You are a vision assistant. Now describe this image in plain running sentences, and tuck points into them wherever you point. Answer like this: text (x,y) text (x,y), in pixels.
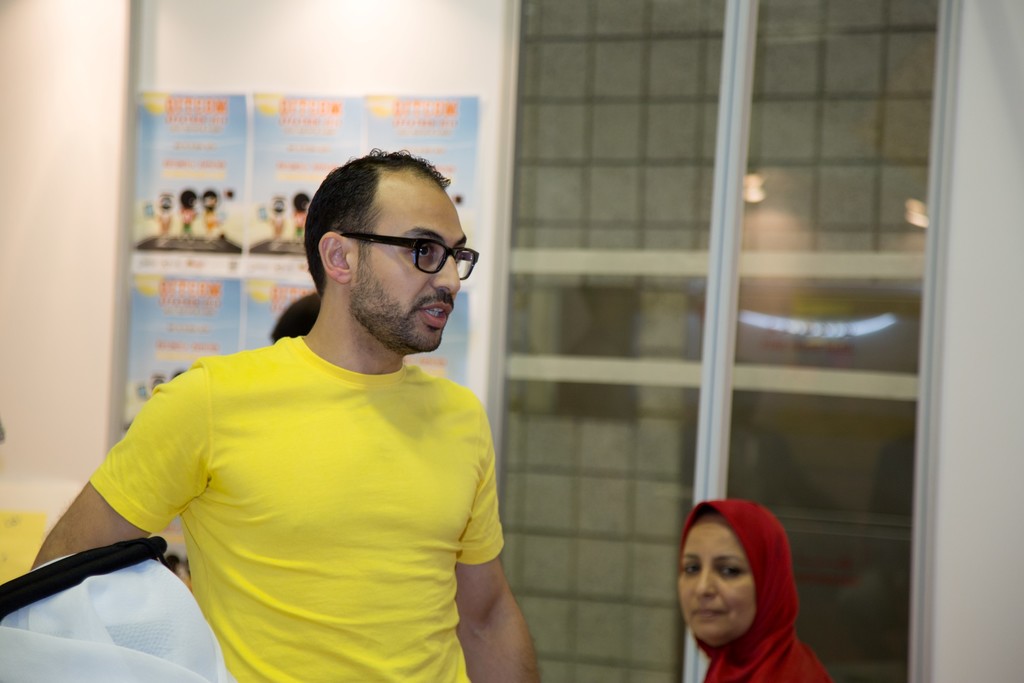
This is an inside view of a room (154,275). On the left side (322,473) there is a man (301,457) wearing a t-shirt (353,569) and speaking facing towards the right side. Beside him there are two persons (136,618). In the background (254,170) there are few posters (185,177) attached to the wall (369,28) and also there is a glass window (599,274).
